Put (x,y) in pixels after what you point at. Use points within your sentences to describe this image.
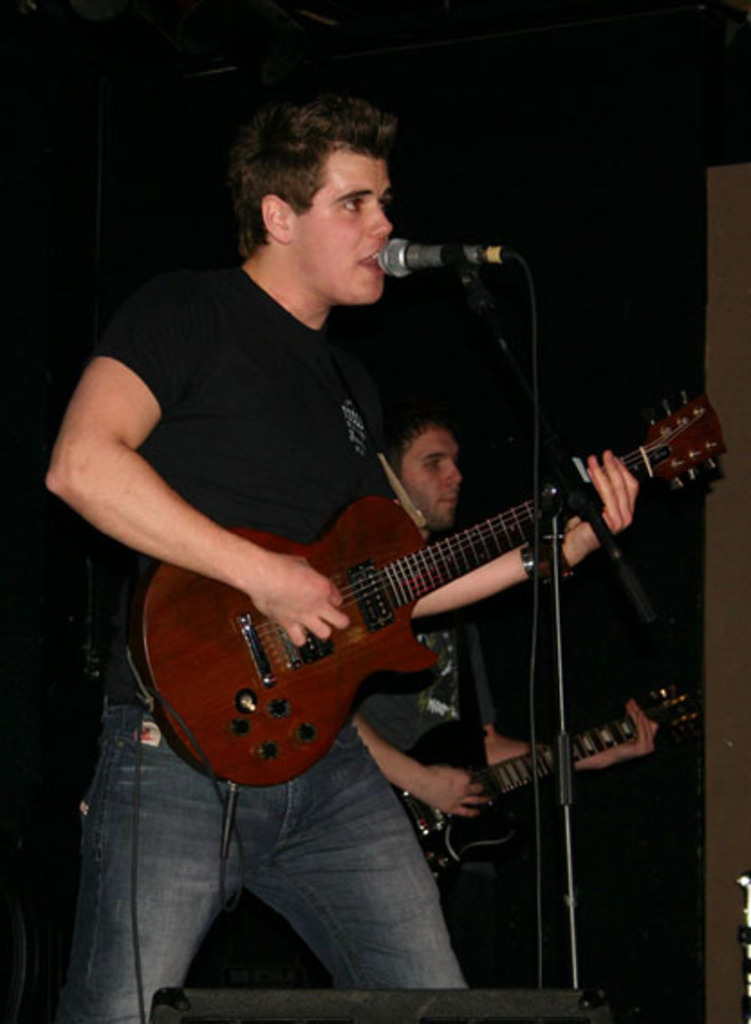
There is a man (304,345) in black color dress (297,334), singing and playing a guitar (307,636). In the background (369,729), there is a man (451,669) in gray color dress (451,699), playing guitar (632,735). In front of this man (366,242), there is a mic (395,258) and stand (457,257).
